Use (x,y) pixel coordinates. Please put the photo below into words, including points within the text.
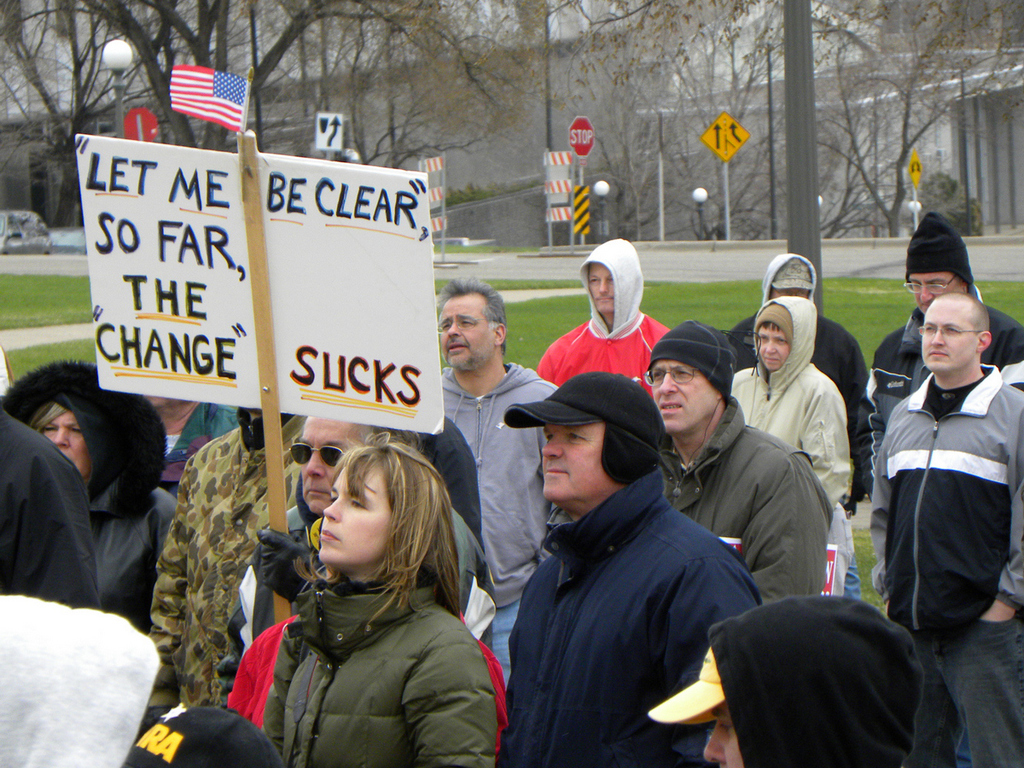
In this image, we can see persons (384,568) wearing clothes (606,545). There is a person (314,420) in the middle of the image (418,408) holding a board (317,378) with his hand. There are some trees (469,102) and sign boards (129,128) at the top of the image (372,68). There is a pole (119,119) in the top left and in the top right of the image (811,161).
